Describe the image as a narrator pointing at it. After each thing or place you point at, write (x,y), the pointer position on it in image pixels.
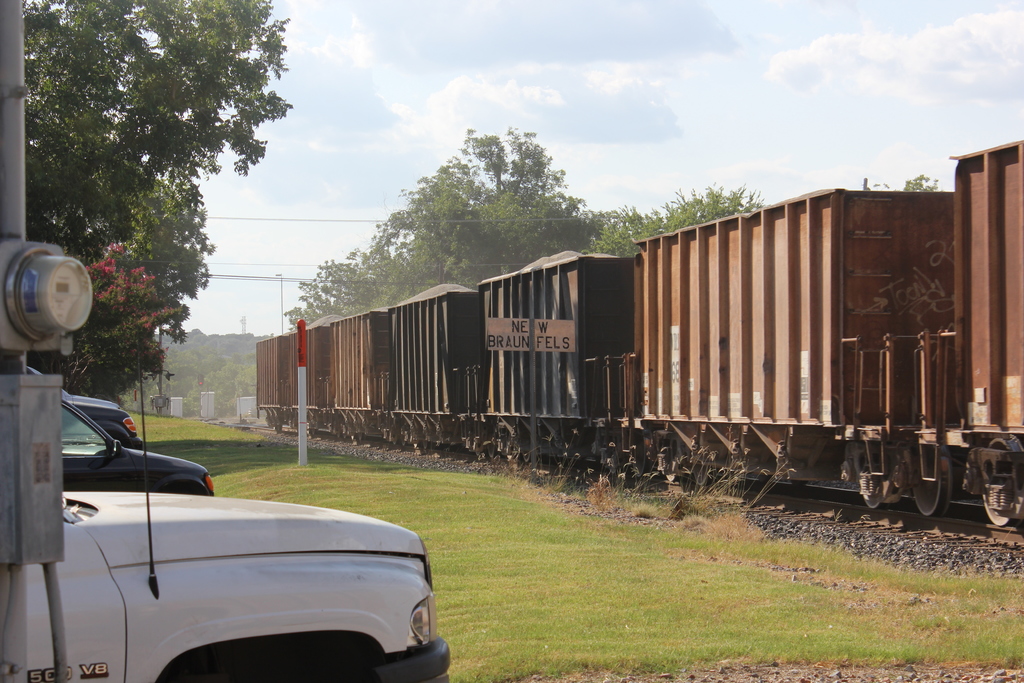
In this image I can see the train (637,457) on the track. To the left (251,557) I can see the poles (30,381), vehicles (159,477) and trees (115,318). In the background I can see few more trees (228,372), clouds (366,219) and the sky (743,139).
